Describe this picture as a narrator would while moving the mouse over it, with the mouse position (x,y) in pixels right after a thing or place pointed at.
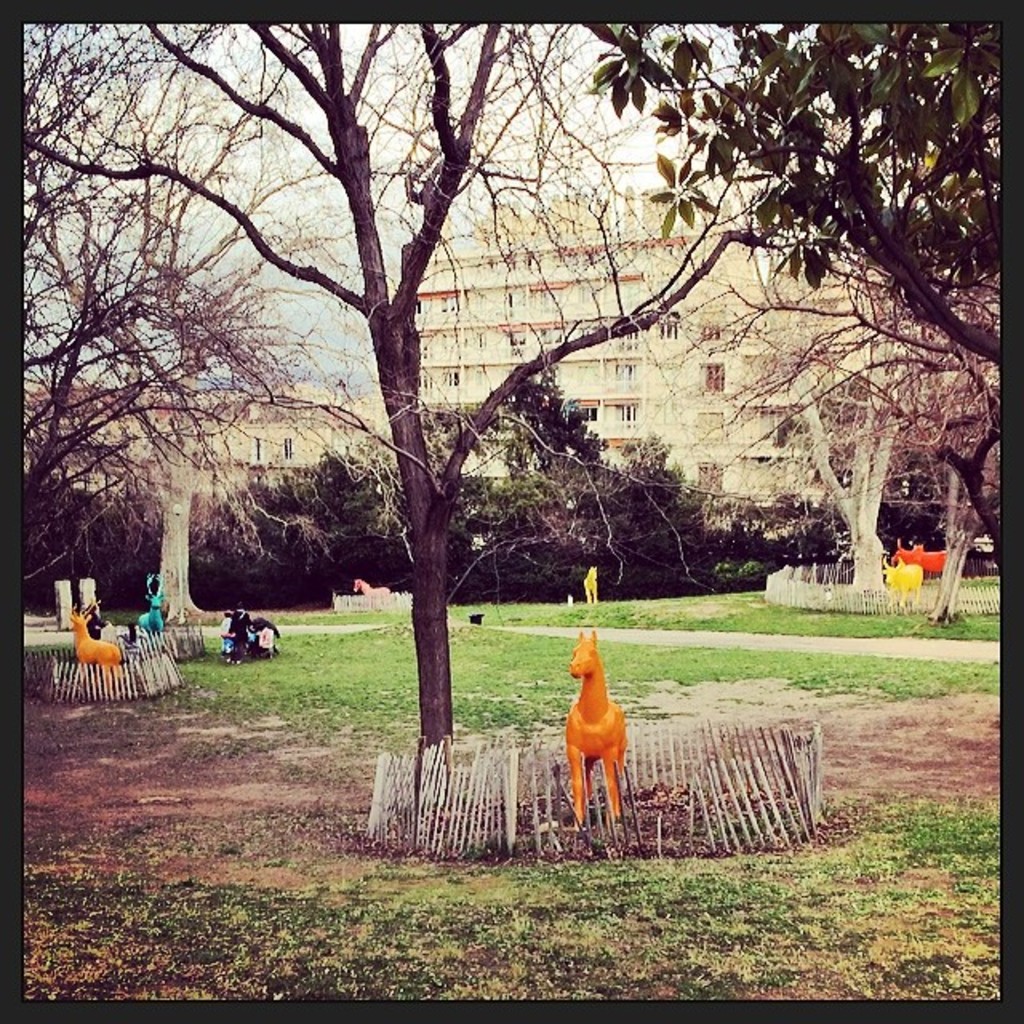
In this image there are few buildings (680,433), trees (804,146), toys of animals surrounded by small fences (513,813), stone pillars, few people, grass (700,914) and the sky (269,264).
